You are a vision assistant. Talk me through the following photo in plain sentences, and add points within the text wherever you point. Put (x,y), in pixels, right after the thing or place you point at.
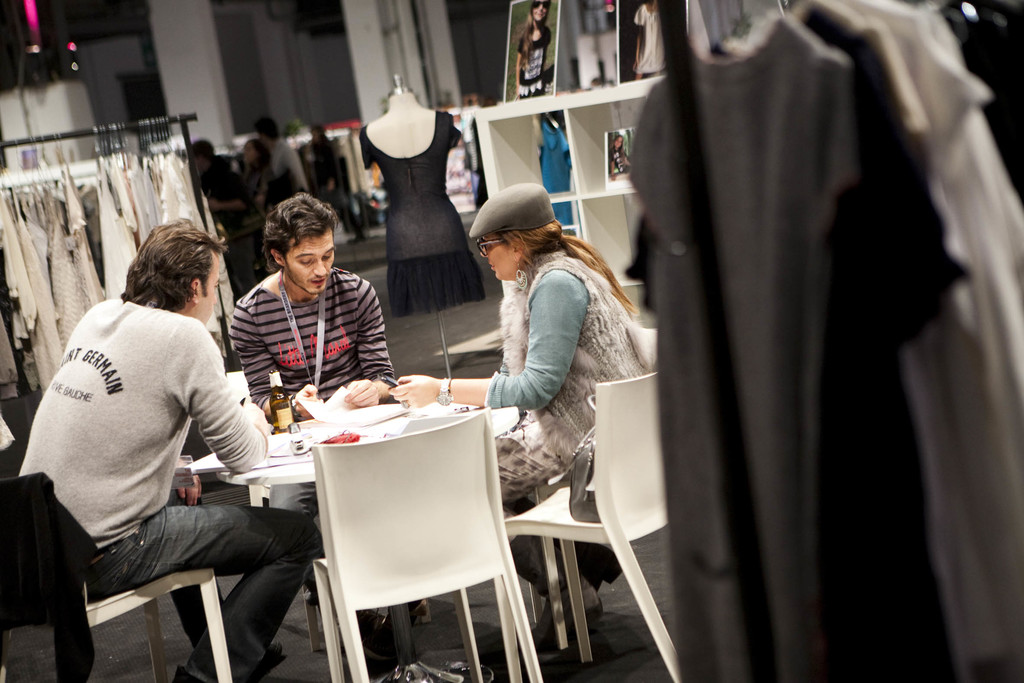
In this i can see three people (346,380) sitting around the table (254,476) discussing a topic and back side of them there are the clothes (59,206) kept on the hanger (97,148) and there are the people (251,149) seen and there is a rack (586,164) and on the rack (573,166) these are the photo frames (517,87) kept on the racks (527,138).
